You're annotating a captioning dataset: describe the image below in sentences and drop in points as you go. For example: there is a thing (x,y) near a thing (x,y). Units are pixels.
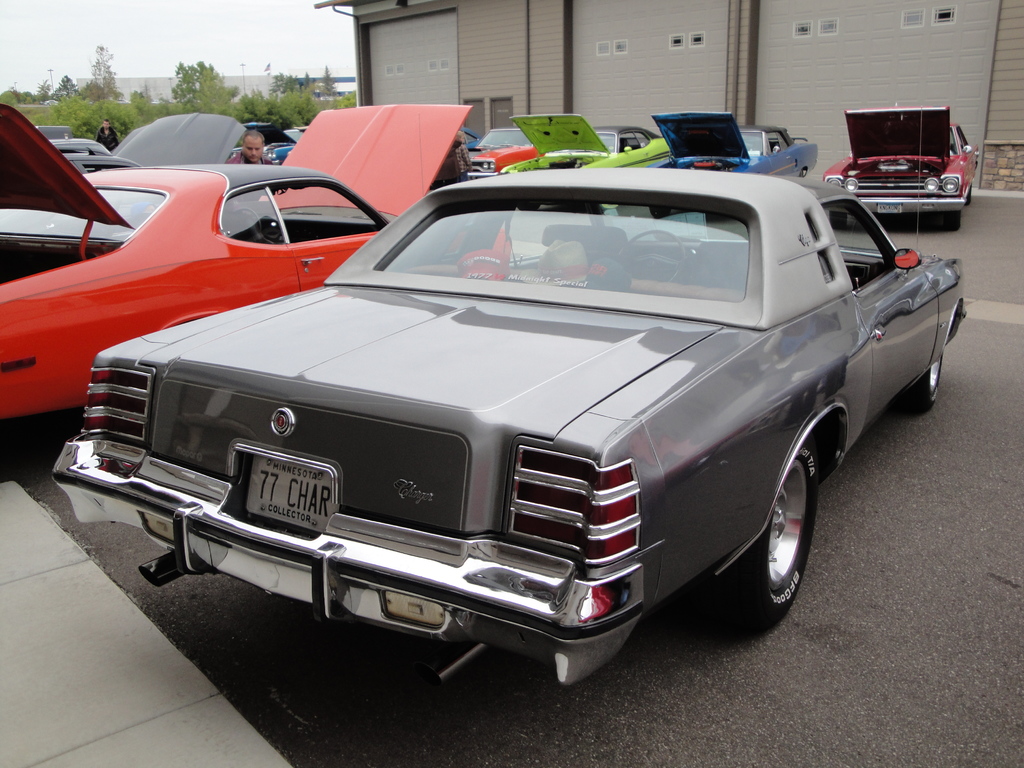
In this picture there are cars (316,184) in the center (549,298) and background (285,141) area of the image and there are trees (274,119) on the left side of the image (232,86) and there is a building (418,26) at the top side of the image (447,77).
